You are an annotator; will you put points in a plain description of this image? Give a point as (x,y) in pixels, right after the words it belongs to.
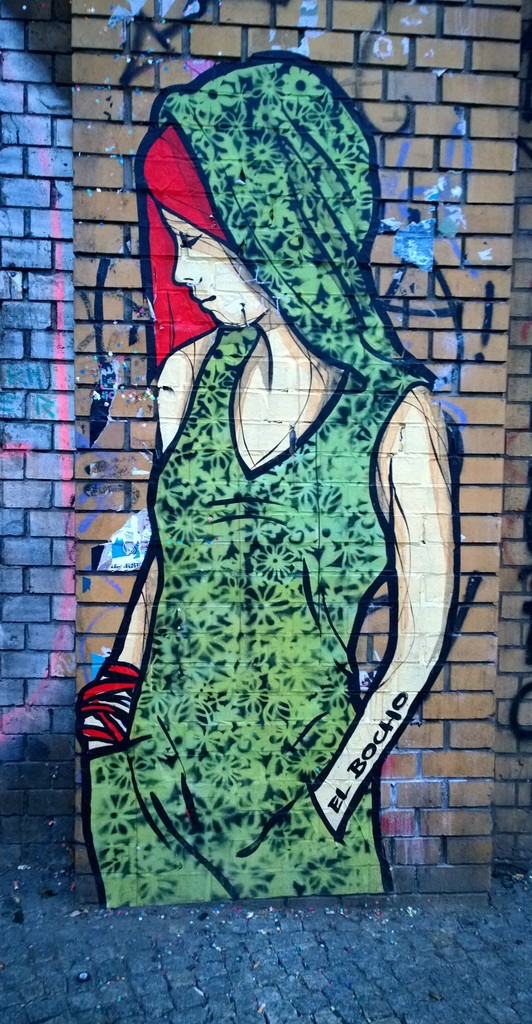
In this image I can see there is a painting (314,535) of a girl (337,503) on the wall (371,650) and her dress (252,612) is in green color.
